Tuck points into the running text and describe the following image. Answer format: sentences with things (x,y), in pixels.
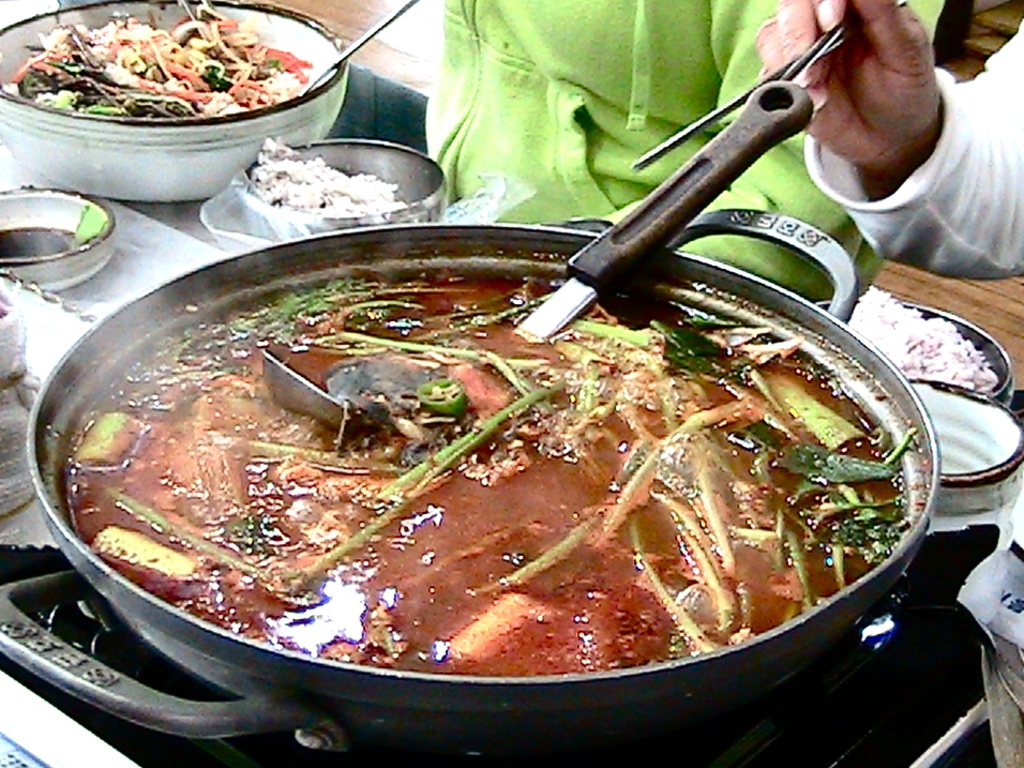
In this image I can see food (555,525) which is in brown and green color in the bowl (322,684) and I can also see a person (791,43) holding few sticks (776,75). Background (951,316) I can see few bowls (429,174) on the table (948,296).
